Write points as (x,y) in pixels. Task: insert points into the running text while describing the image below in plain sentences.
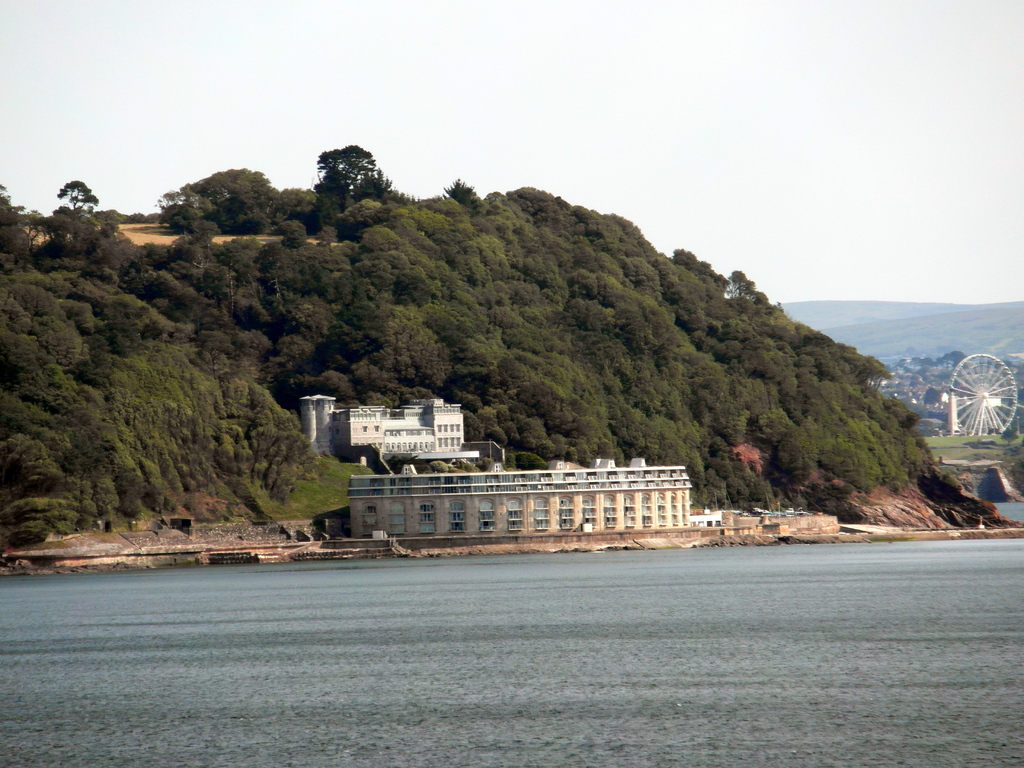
In the center of the image (419,301) we can see the sky (552,130), hills (912,508), trees (548,306), buildings (456,459), water (624,625), grass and a giant wheel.
